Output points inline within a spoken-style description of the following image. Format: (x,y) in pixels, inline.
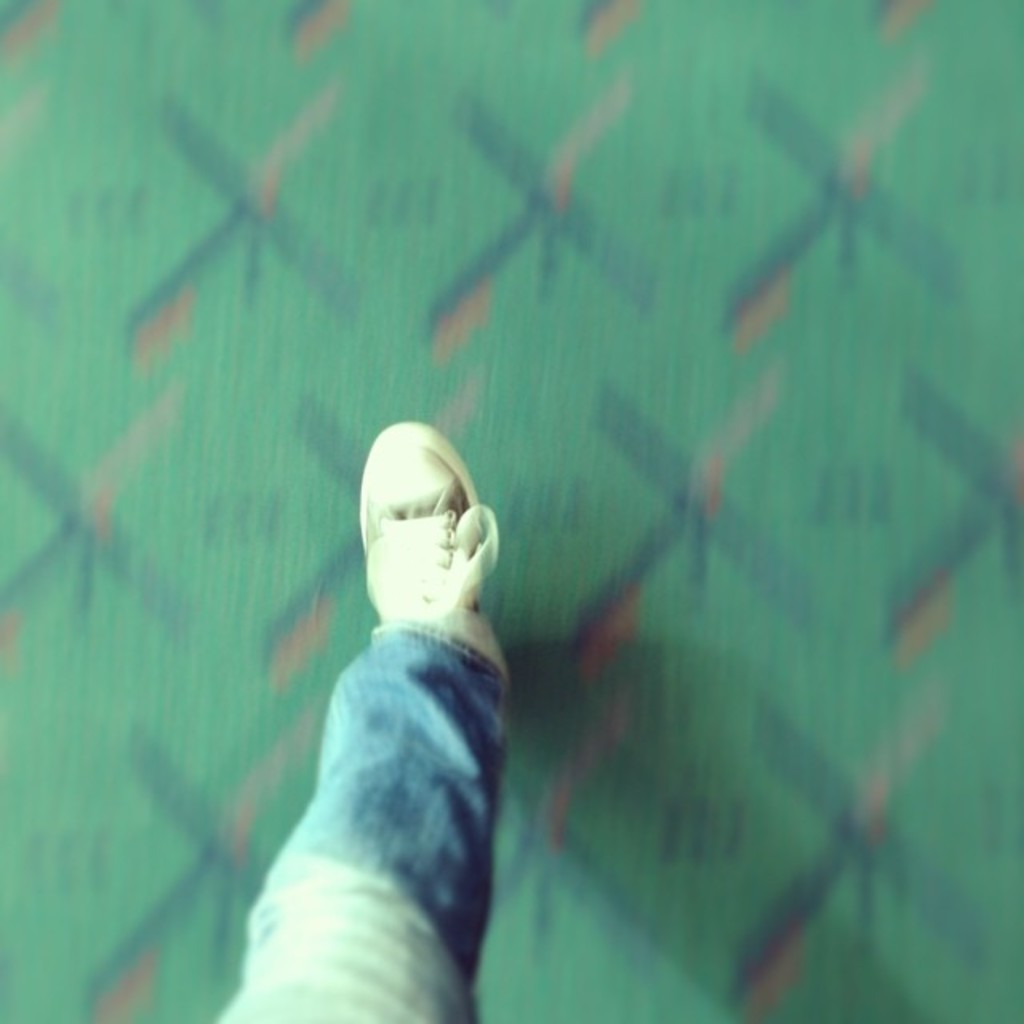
In this image we can see a person's leg (383,729). In the background of the image (890,328) there is a blur background (936,304).
